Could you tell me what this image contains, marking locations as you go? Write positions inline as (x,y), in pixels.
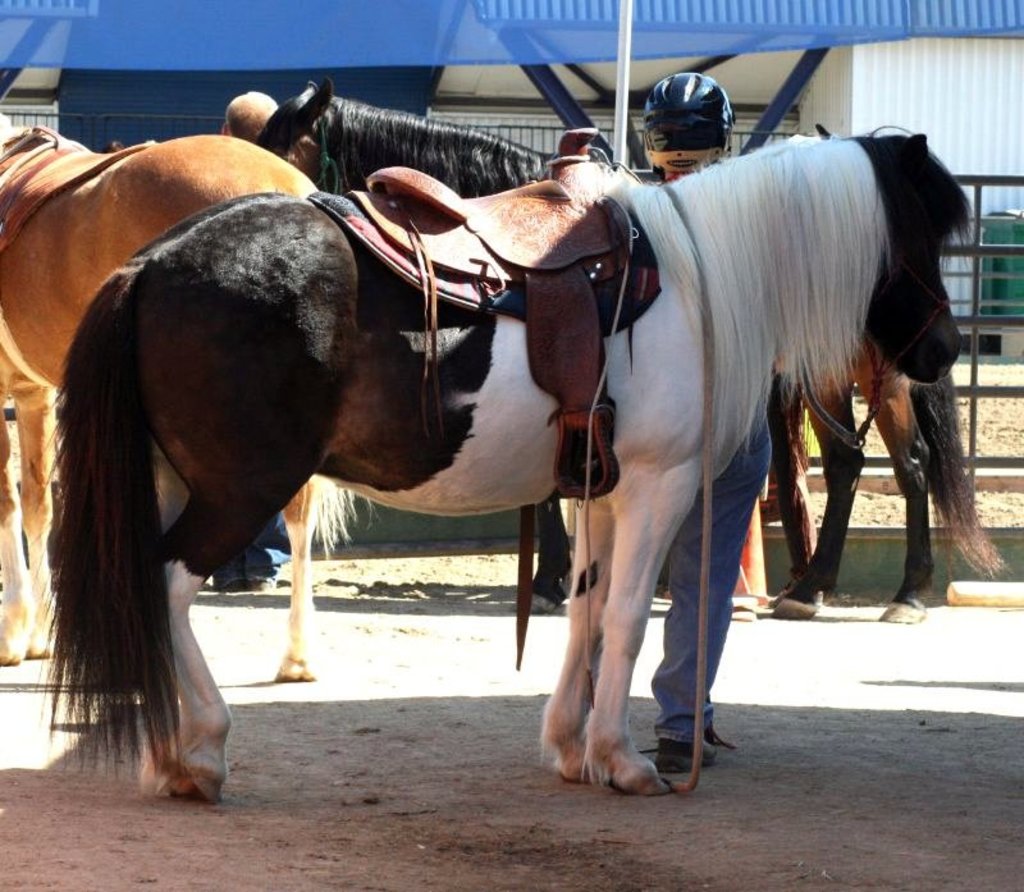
In this image I can see three horses (269,290) and a person (724,514) on the ground (742,733). In the background (220,57) I can see tents (233,53) and a fence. This image is taken may be during a sunny day on the ground (470,737).
